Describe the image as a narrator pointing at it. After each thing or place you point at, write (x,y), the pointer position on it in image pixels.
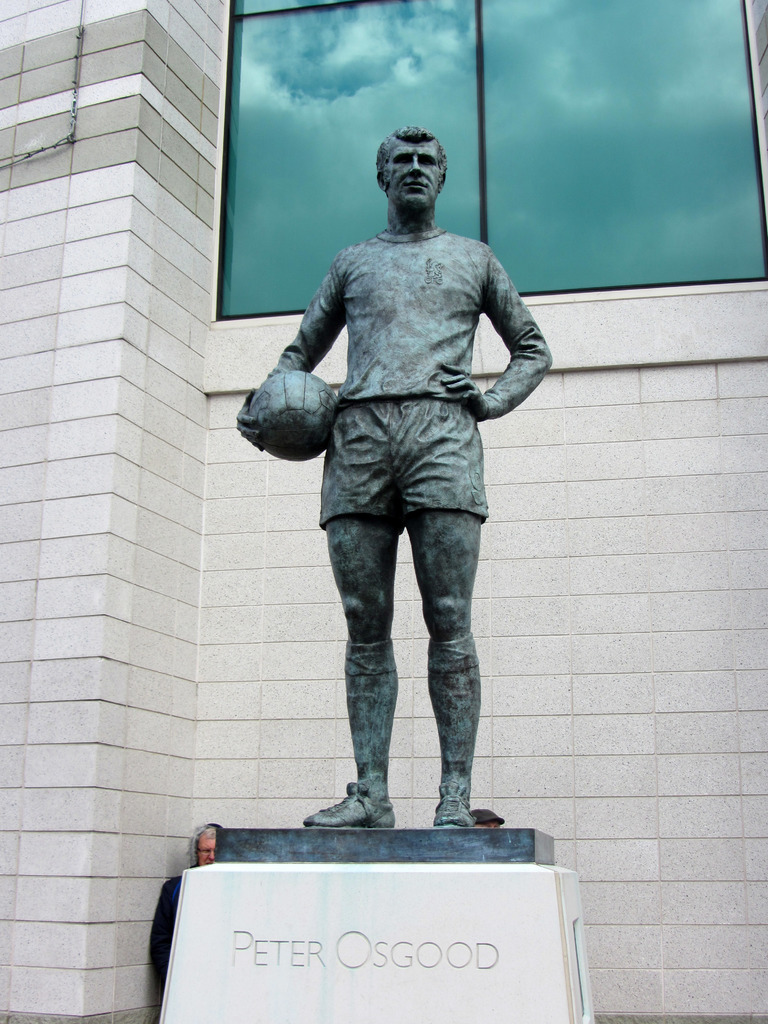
In this image there is a statue of person (331,407) which is holding a ball (311,406) visible on small wall (286,925), there is a text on the wall (258,958) at the bottom (247,945), behind the wall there is a person (208,831), backside of the statue (428,557) there is the wall (187,57), window (410,82), on the window (452,65) I can see the sky (497,115).
